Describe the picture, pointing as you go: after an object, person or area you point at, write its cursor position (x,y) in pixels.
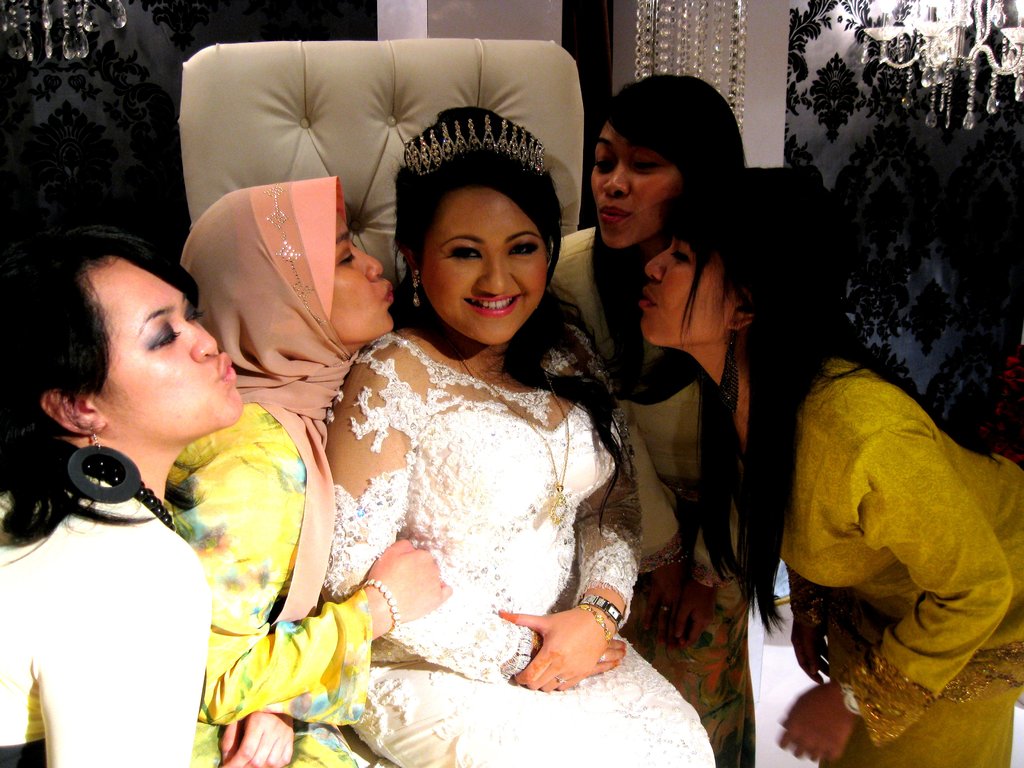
In the center of the image (382,307) there are women (720,405). There is a chair (207,104). There is wall (86,176). There are pillars (750,12).
